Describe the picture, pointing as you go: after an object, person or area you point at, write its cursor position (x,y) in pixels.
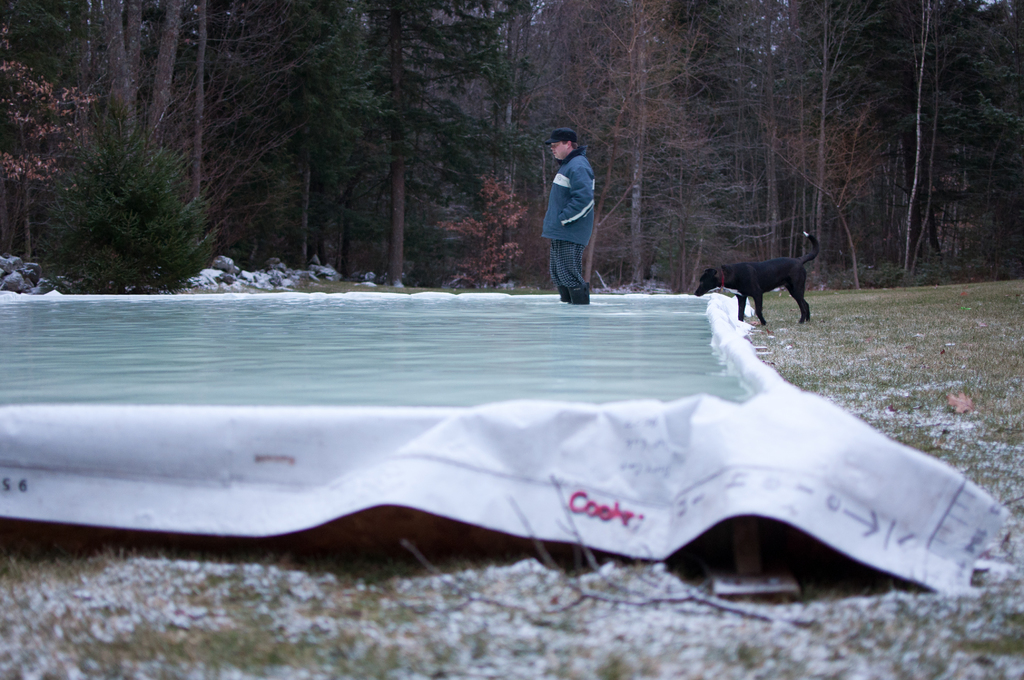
In this image I can see a person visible in water (376,336) and I can see a dog (759,290) visible in the middle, at the top (537,135) I can see trees (773,94) and I can see a cloth (812,470) visible at the bottom (363,480).
